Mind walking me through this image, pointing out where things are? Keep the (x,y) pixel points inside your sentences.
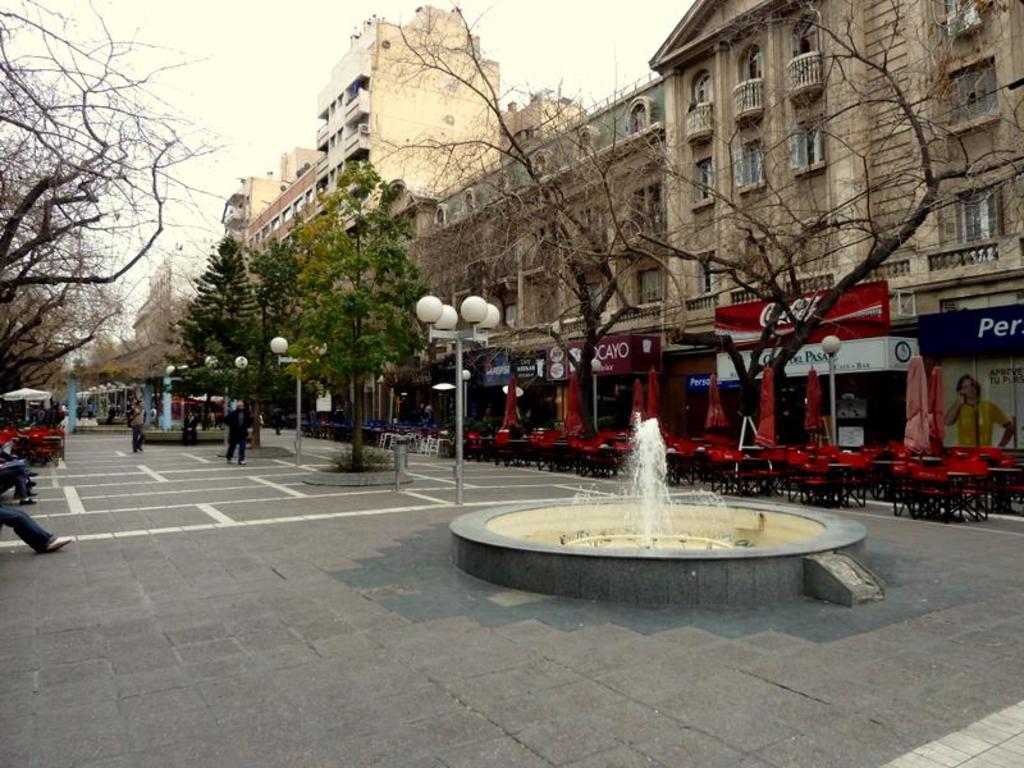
In this picture there is a fountain (639,543) and there are few trees (387,363) and lights (281,356) in front of it and there are few chairs (852,459), tables (878,462), dried trees (871,257) and buildings (840,275) in the right corner (877,259) and there are few people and dried trees (21,332) in the left corner (35,300).
